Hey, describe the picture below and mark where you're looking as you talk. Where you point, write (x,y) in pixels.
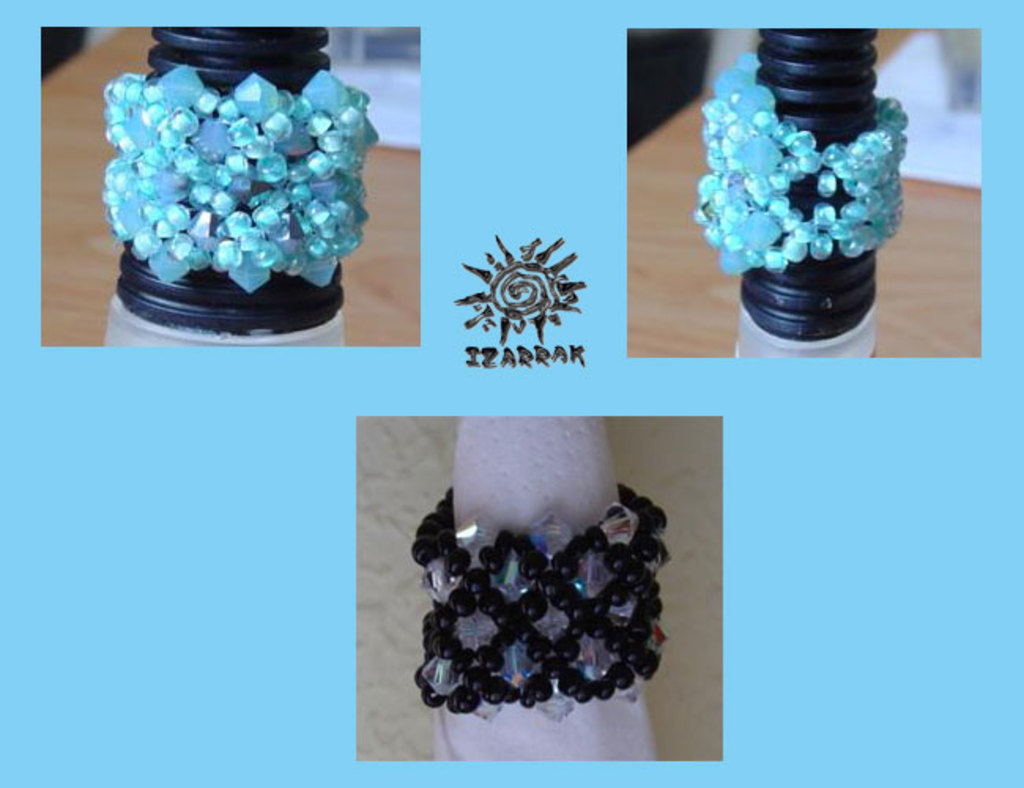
It is an edited image there are three pictures (752,264) of bracelets (224,178) arranged on a blue background and there is some logo (517,291) and text (564,358) at the center of the background (544,311).
